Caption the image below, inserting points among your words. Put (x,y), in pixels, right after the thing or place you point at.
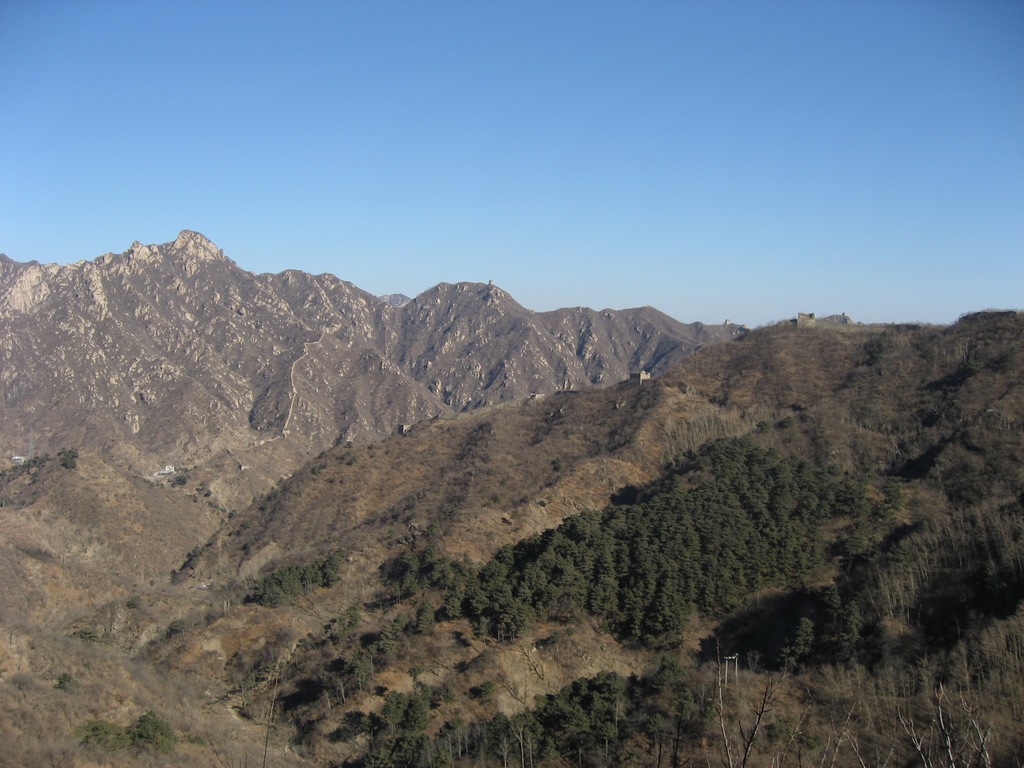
In this image in the center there are trees (647,633). In the background (487,332) there are mountains (767,354).
